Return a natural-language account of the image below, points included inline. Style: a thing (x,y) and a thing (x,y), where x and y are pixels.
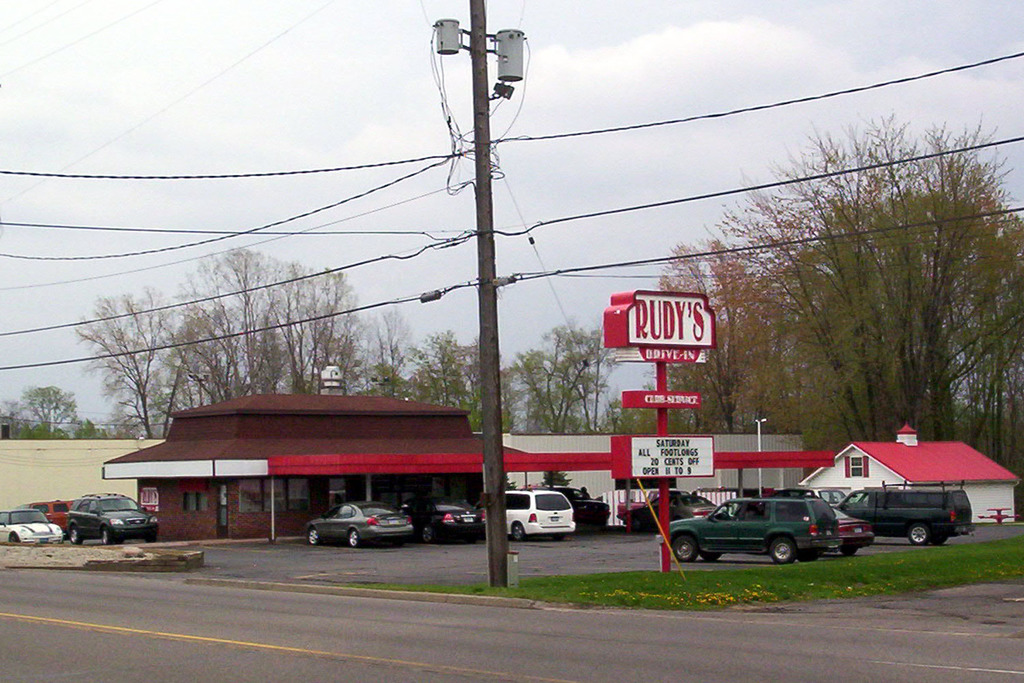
As we can see in the image there are trees (886,243), current pole (479,203), cars (466,523), grass (790,576), house (324,466) and sky (384,211).
